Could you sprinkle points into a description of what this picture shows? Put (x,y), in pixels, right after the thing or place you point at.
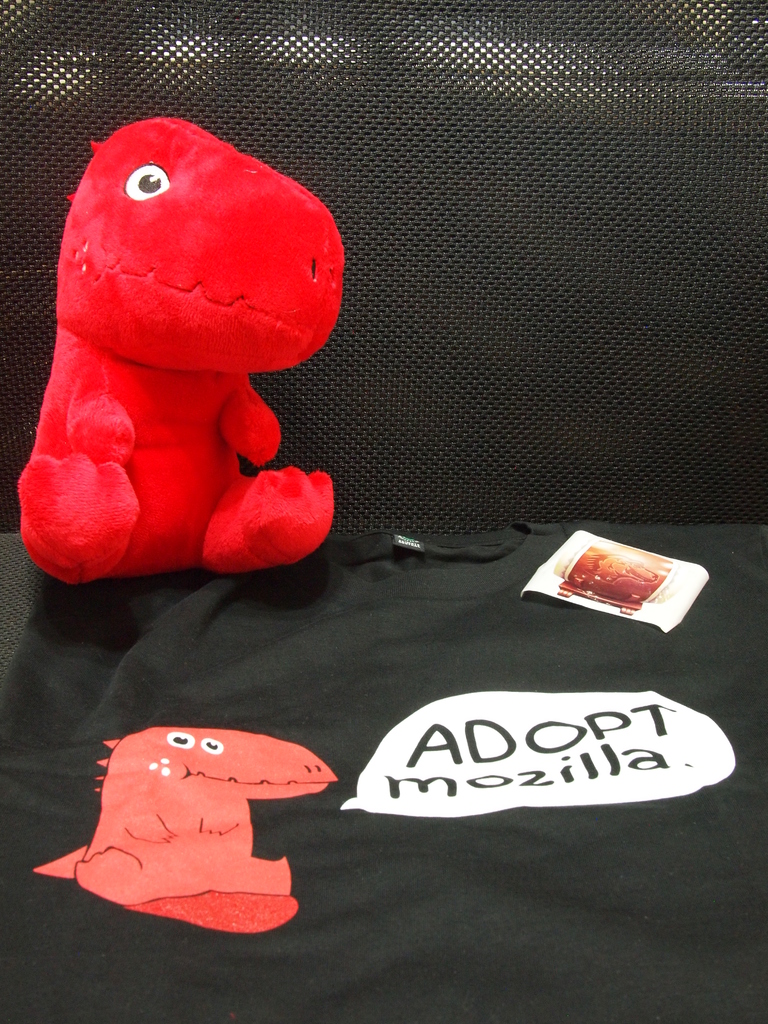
In this image we can see a toy (214,217) in red color, beside here is the cartoon (442,696), and paper (569,578) on it, the background (402,453) is black.
